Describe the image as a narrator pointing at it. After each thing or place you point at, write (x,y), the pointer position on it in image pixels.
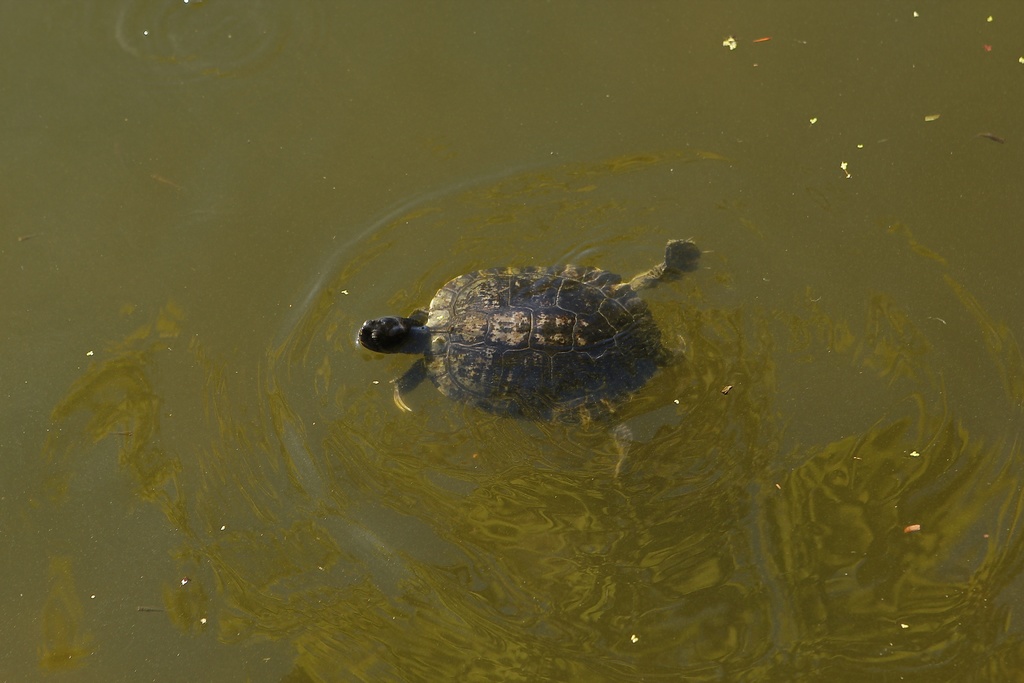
As we can see in the image, there is a brown color tortoise (484,336) in water (453,192).
